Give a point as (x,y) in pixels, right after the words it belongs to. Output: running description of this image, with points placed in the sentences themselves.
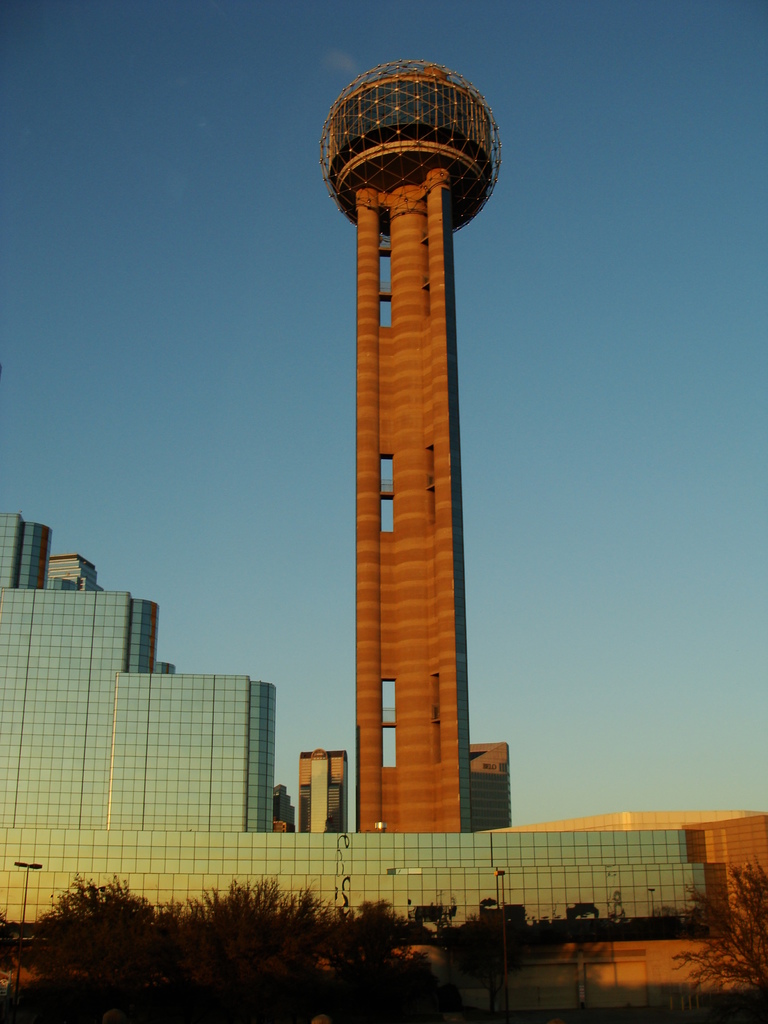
There is a tower (400,216) and beside the tower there is a big building (178,817) and in front of the building (134,864) there are many trees (334,991).
